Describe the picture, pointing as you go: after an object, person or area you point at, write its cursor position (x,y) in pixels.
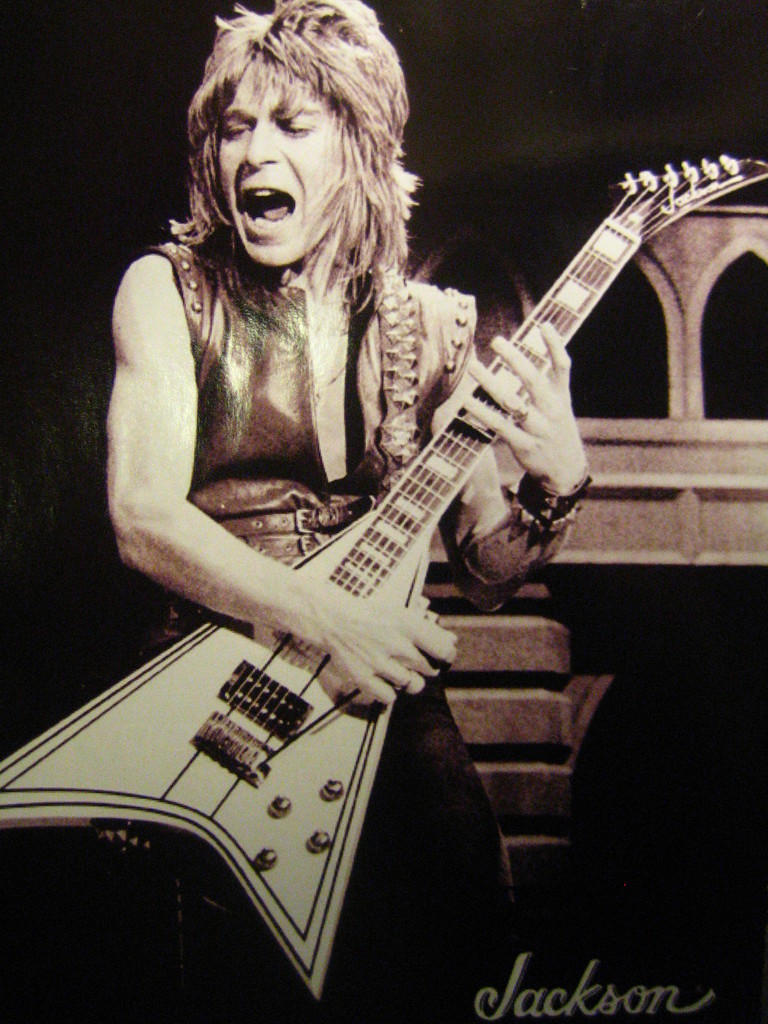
a person (294,545) is playing guitar (727,169).
